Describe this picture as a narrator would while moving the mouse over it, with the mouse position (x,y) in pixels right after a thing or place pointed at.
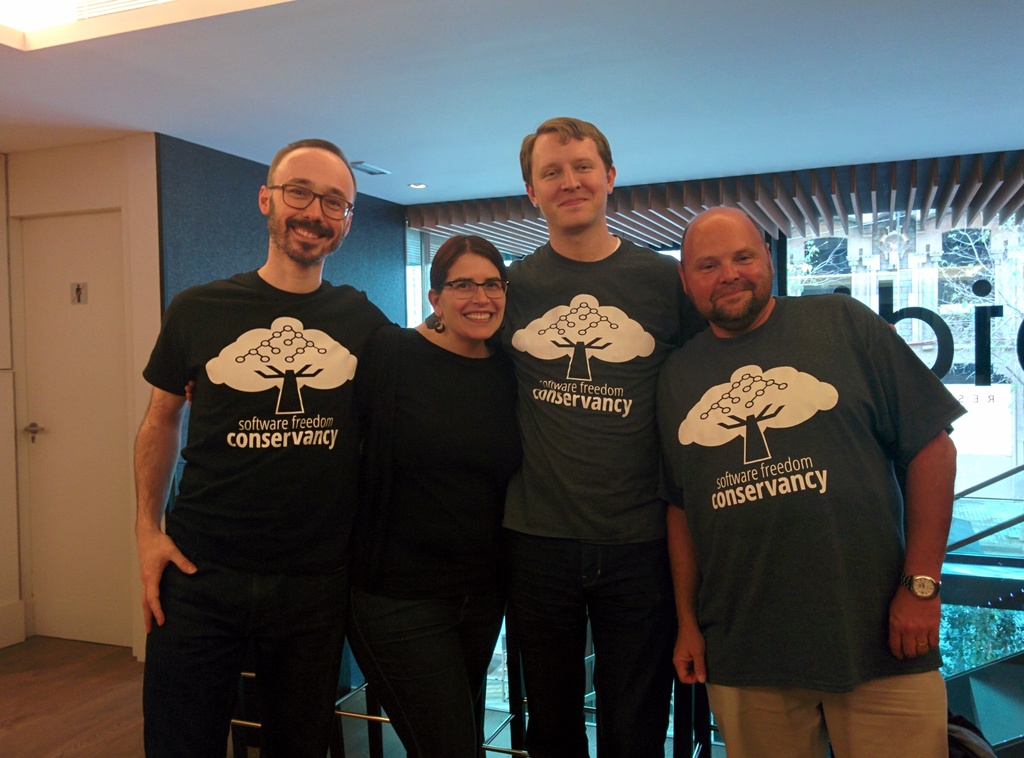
This is the picture of a room (420,302). In this image there are group of people (514,469) standing and smiling. At the back (997,627) there is a glass wall (878,309) and behind the glass (1016,287) there is a tree (1014,627) and building (967,282). On the left side of the image (69,459) there is a door (68,551). At the top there is a light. At the bottom (111,707) there is a wooden floor (86,693).
